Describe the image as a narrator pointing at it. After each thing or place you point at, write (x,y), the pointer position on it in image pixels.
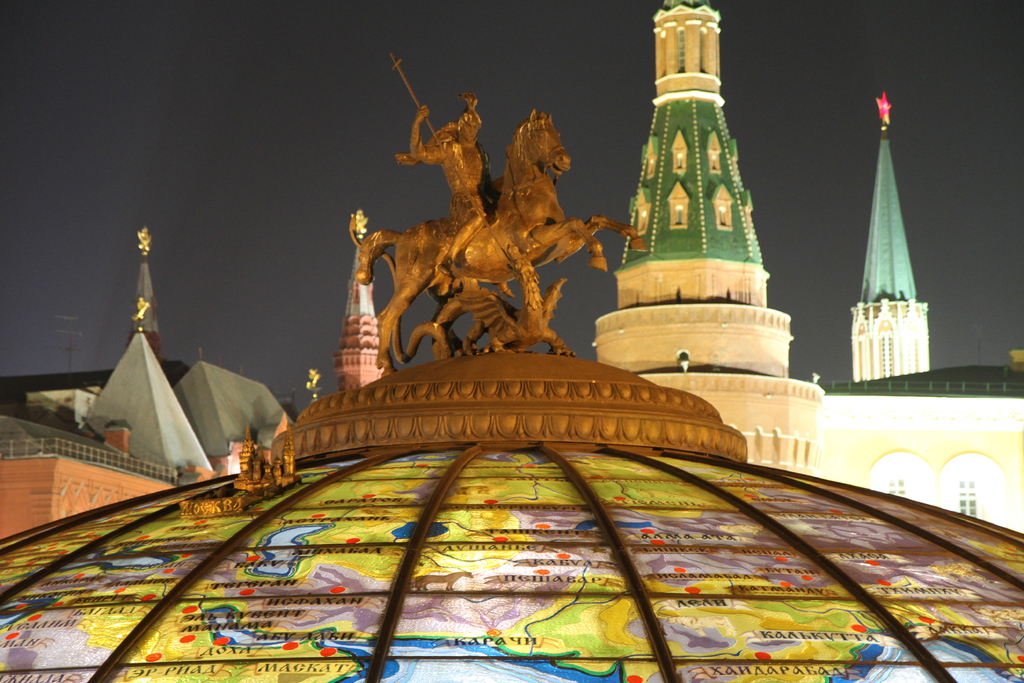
In the foreground of the picture (513,248) there is a sculpture (514,268) on the dome (399,585) of a building (552,518). In the middle of the picture (645,296) there are buildings (882,304). At the top (393,63) there is sky (481,87).
